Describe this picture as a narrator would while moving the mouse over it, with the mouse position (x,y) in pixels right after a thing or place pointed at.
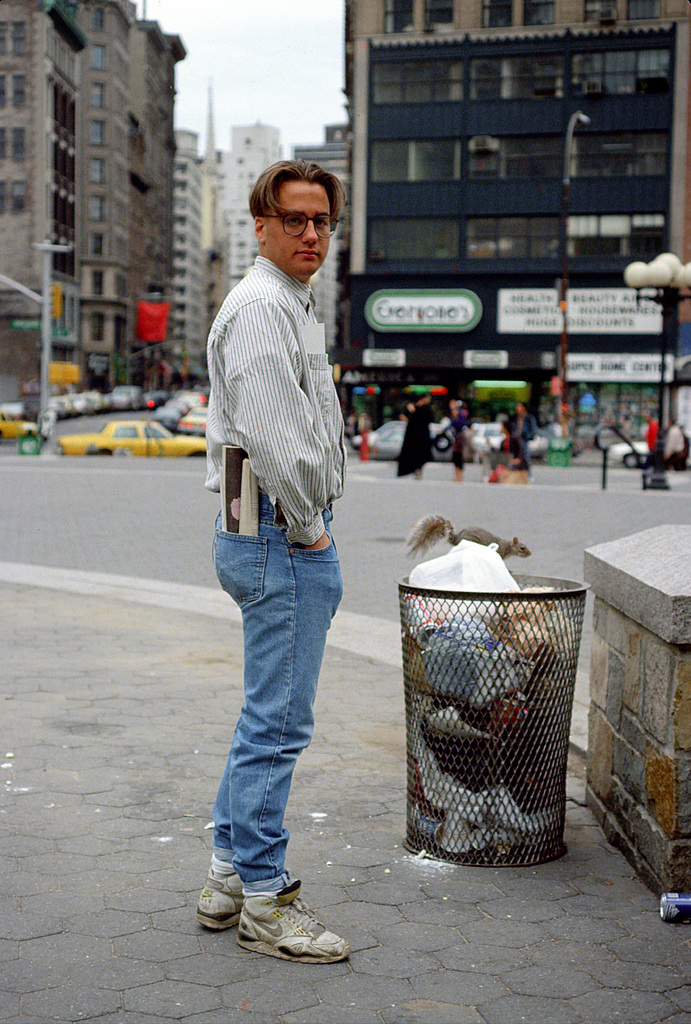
In this image we can see a person (221,553) standing on the footpath (294,809) beside a dustbin (497,827). We can see a squirrel (420,544) on the dustbin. We can also see a group of buildings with windows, some poles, vehicles (135,445), a street lamp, a group of people (408,464) on the road (134,539) and the sky (263,61) which looks cloudy.
